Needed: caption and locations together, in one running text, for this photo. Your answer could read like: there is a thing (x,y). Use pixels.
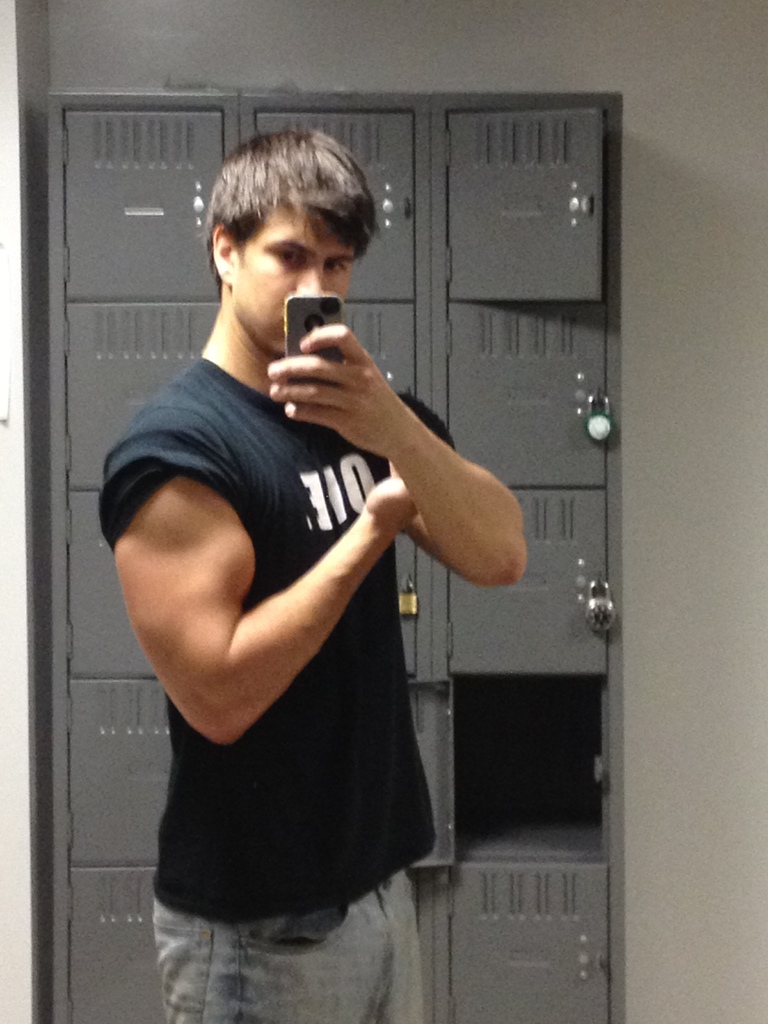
In this image there is a person (308,740) wearing T-shirt (325,685) holding his phone (297,343) on left hand (310,385) and showing his biceps (179,531) and at the background of the image (551,320) there are lockers (578,788).
